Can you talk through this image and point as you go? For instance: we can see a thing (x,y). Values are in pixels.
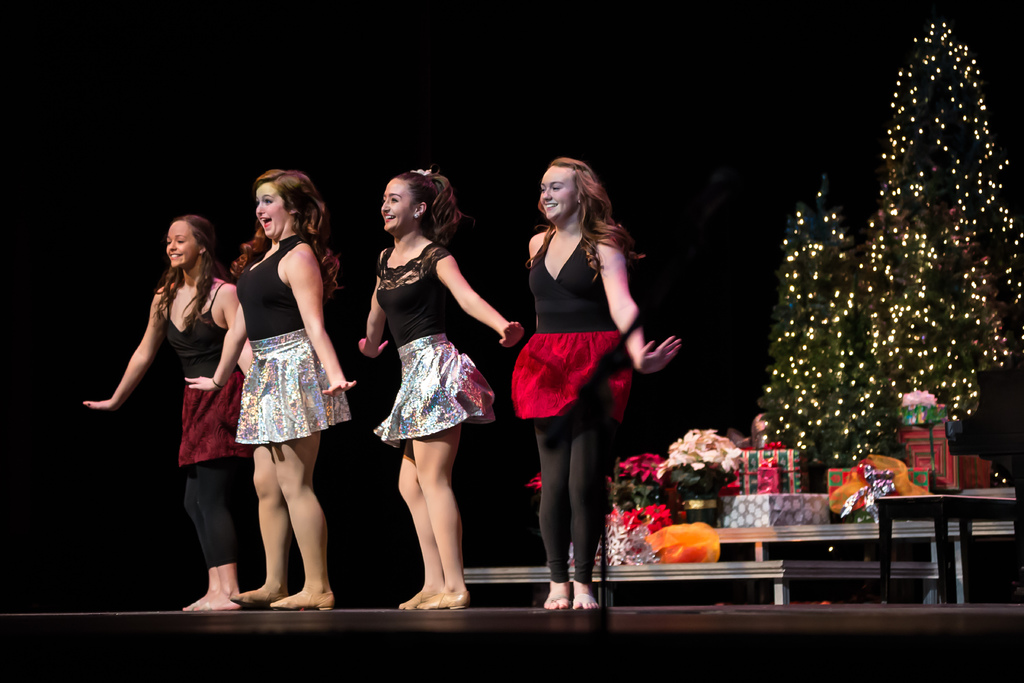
There are four girls (399,438) dancing on the stage (505,667). Behind them, we see flowers vases (644,503) and a table (970,515). On the right corner of the picture (819,241), we see the tree (819,241) and in the background (330,79), it is black in color.
